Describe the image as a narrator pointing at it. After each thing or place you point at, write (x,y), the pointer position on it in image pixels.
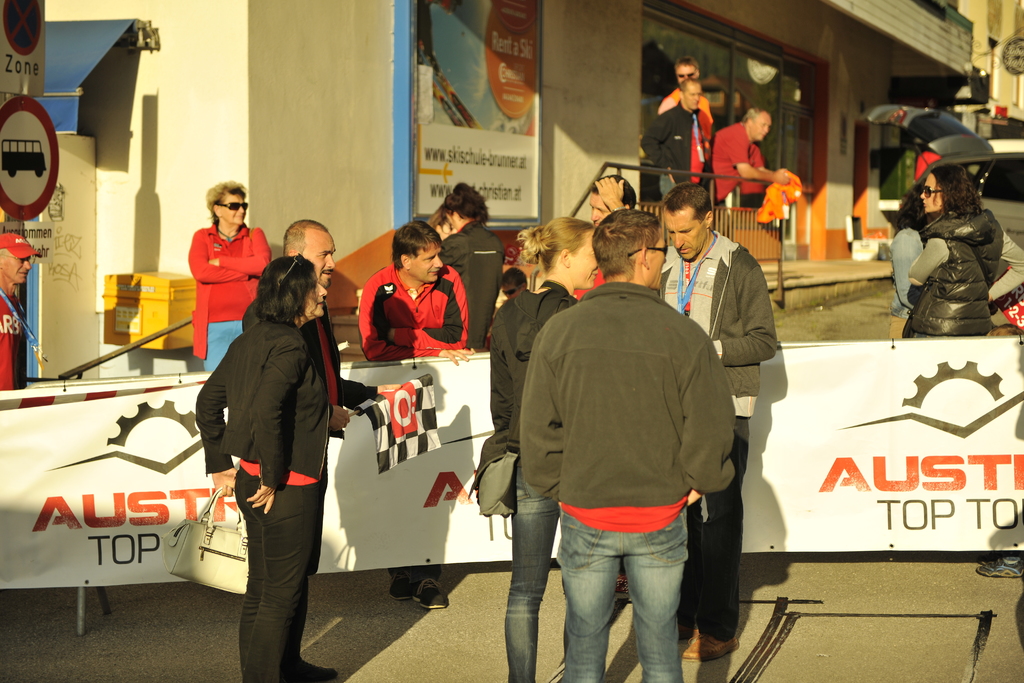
The image is clicked outside a city (517,261) on the streets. In the foreground of the picture (438,331) there are people (387,303), board (2,432) and road (563,635). On the right (962,204) there are people (948,217) and car (921,154). In the center of the picture (364,251) there is a building (591,149) and railing (745,188), by the railing (685,183) there are people (705,125) standing. On the left (13,186) there are sign boards (13,146) and a person (17,270).
